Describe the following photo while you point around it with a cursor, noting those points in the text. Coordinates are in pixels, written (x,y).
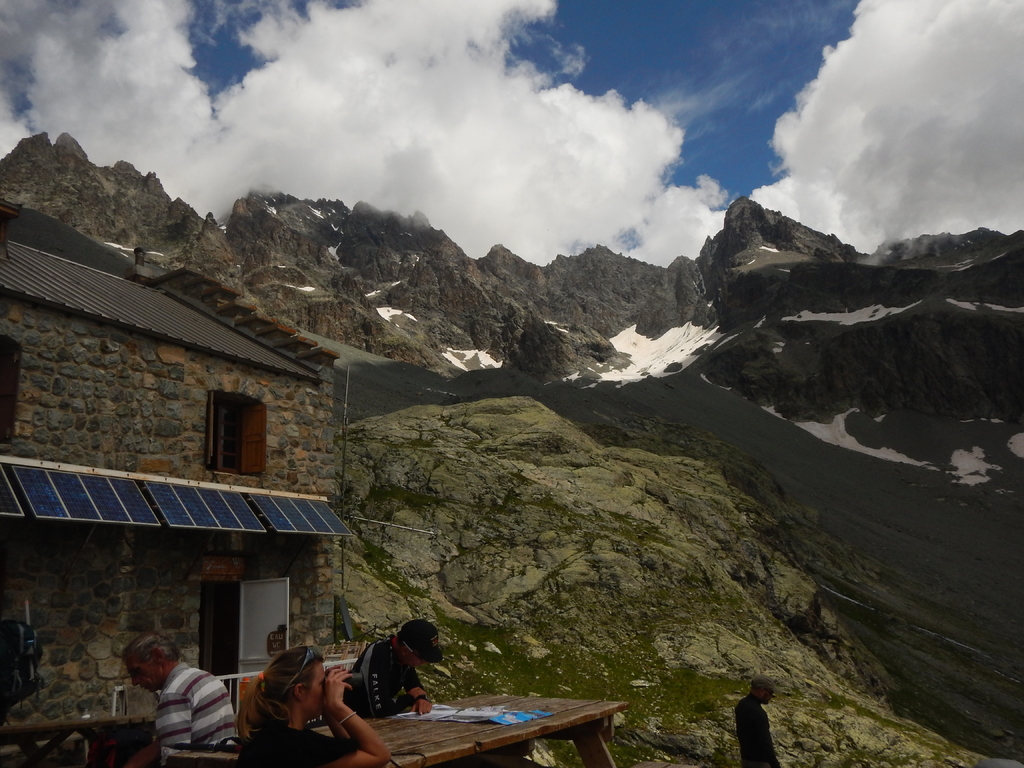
In this picture I can observe some people (309,659) sitting in the chairs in front of tables (434,729) on the bottom of the picture (277,703). On the left side (29,494) I can observe a house (97,494). In the background (493,308) there are mountains (507,308) and some clouds (552,126) in the sky (332,118).
